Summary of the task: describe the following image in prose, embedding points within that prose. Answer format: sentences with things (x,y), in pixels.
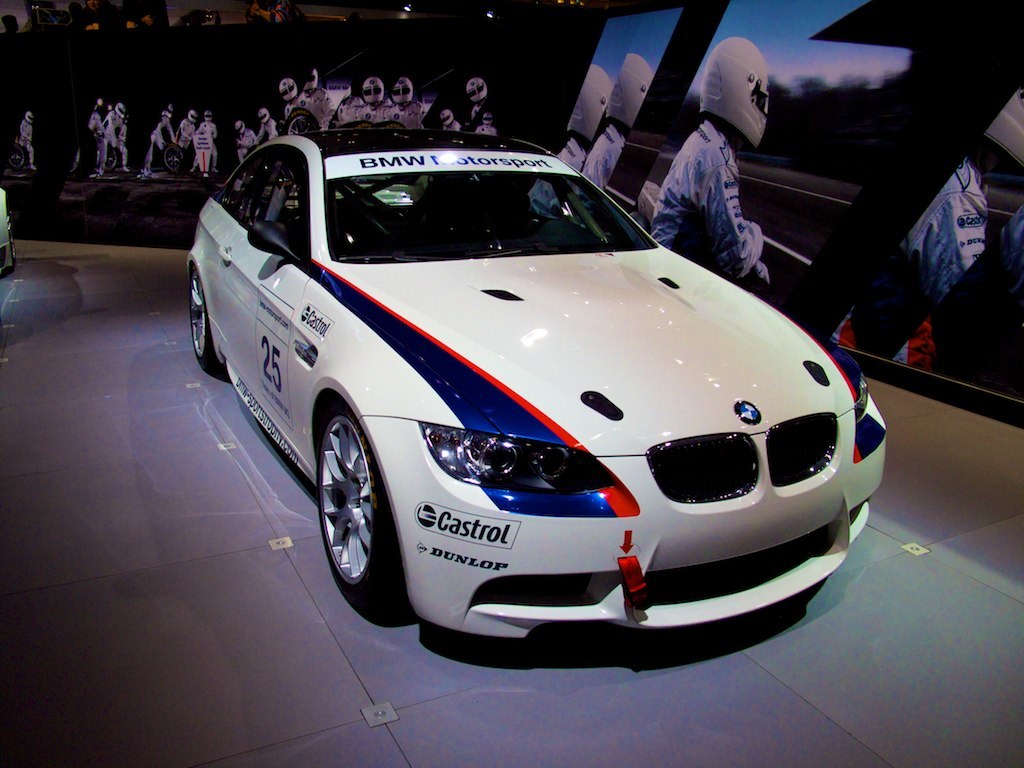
In the image in the center (485,412), we can see one car (488,374). In the background (512,73) there is a wall (379,54) and screen (707,50). On the screen (907,100), we can see a few people (757,130) are wearing a helmet (1003,120).
